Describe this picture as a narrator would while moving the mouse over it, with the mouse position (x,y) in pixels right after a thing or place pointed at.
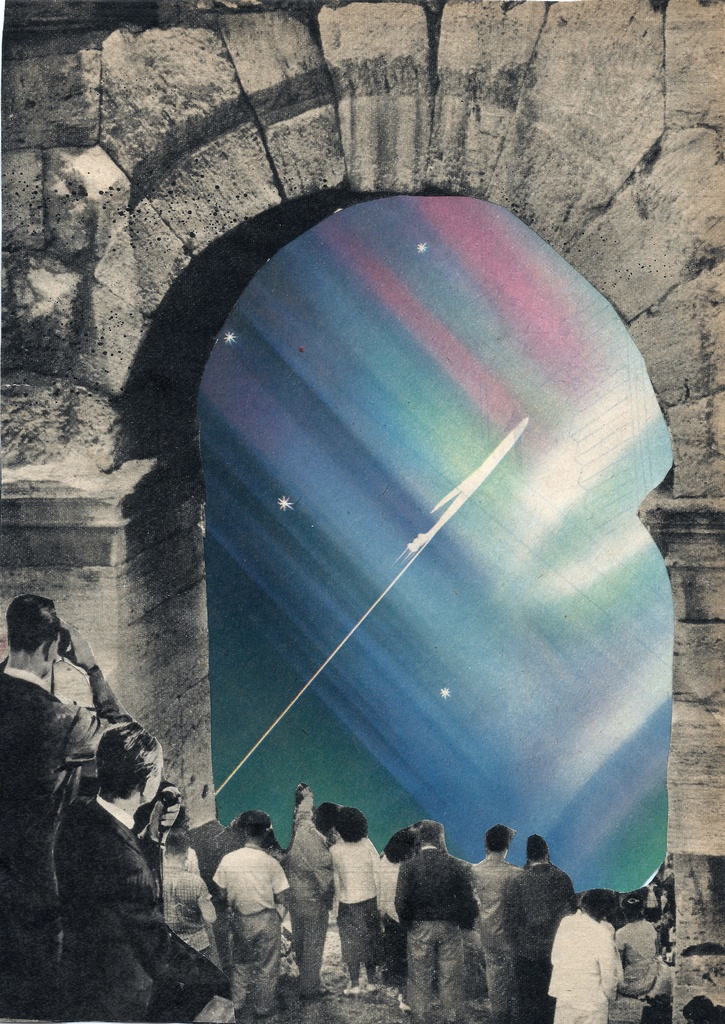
In this image we can see persons (323,857) standing at the arch (156,486).
